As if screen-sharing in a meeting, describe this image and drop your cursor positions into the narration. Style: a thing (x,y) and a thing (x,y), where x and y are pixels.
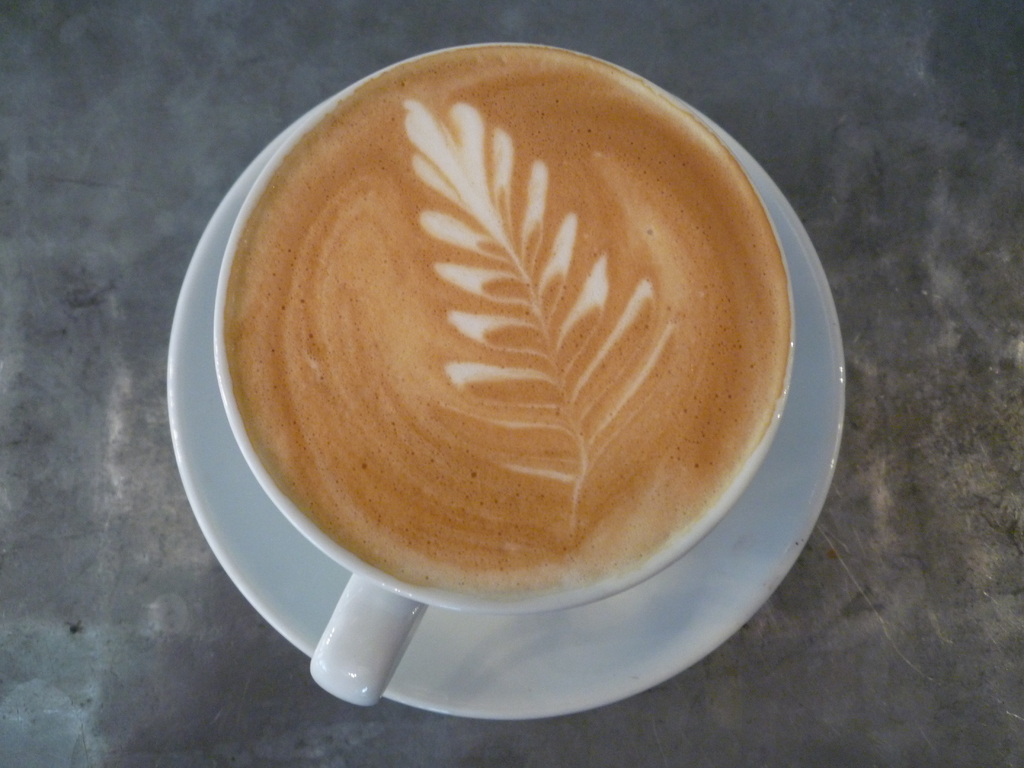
In this picture we can observe a cup (356,630) which contains coffee (427,382) in it. The coffee (439,273) is in brown color and the cup (239,426) is in white color. There is a saucer (549,655) which is in white color was placed on the table (103,474).
